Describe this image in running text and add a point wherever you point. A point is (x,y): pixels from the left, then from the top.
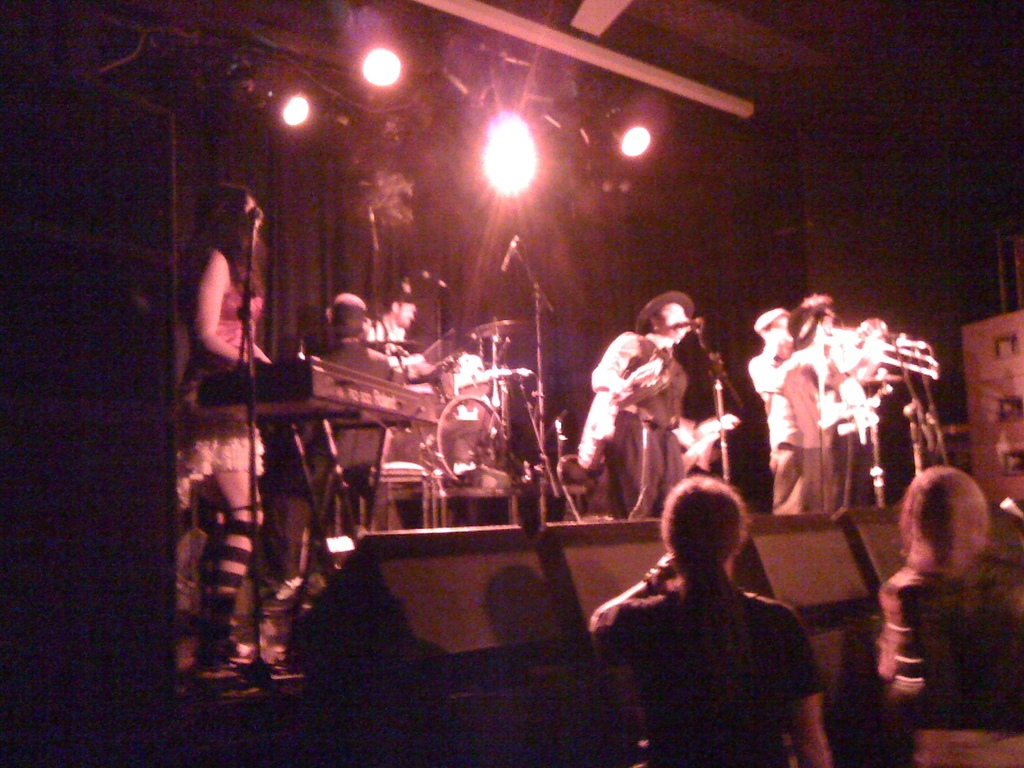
In this picture there are some persons (812,388) standing on the stage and playing the music and singing. In the front (706,609) bottom side we can see some black speakers (491,614) and two men (720,636) standing and enjoying the music. Behind there is a black curtain (406,236) and spotlight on the top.
